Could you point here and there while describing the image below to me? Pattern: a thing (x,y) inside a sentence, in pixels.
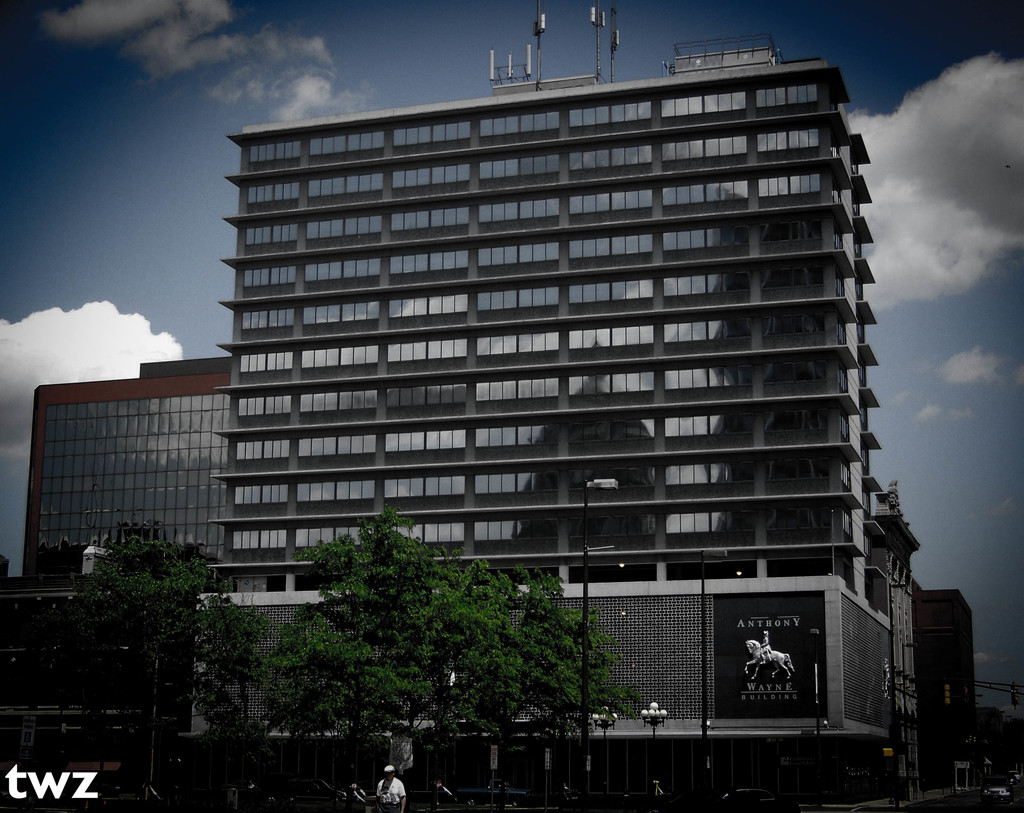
In this image there is a tall building (640,279) in the middle (646,319). In front of the building (705,233) there are trees (226,683). At the top (123,110) there is the sky (123,110). At the bottom (284,801) there is a road (972,795) on which there are vehicles (298,803). There are poles (895,770) with the lights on the footpath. There are so many glasses (289,236) to the building (572,271).
